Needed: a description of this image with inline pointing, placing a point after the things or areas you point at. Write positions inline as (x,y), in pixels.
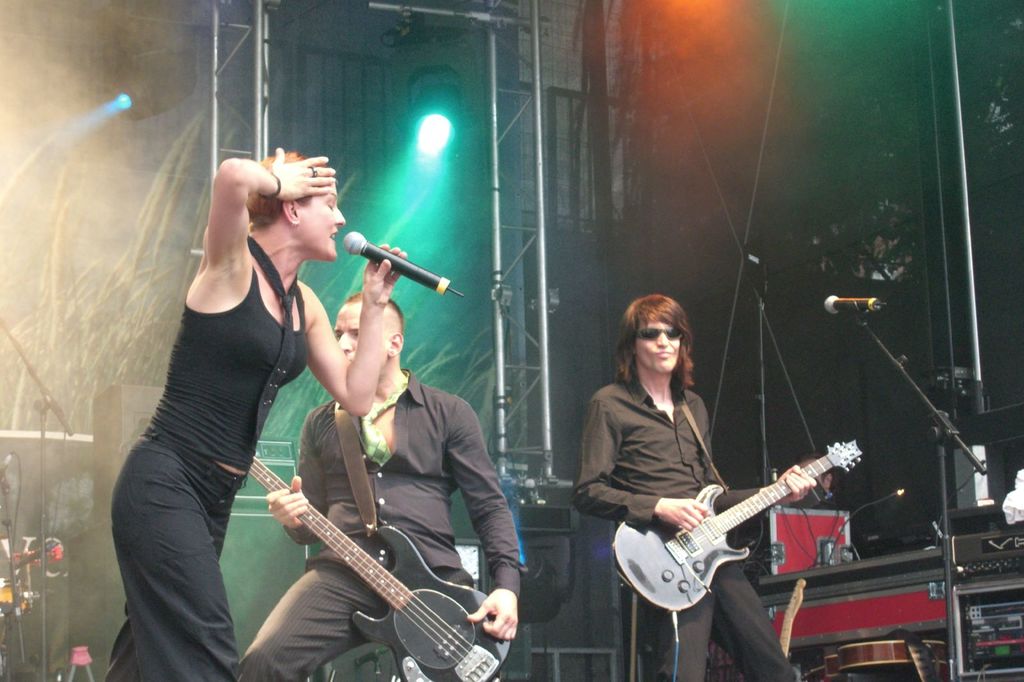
This woman (232,282) is holding a mic (355,232). This 2 mans (413,376) are holding a guitar (331,527). This is a mic (842,309) with holder (883,348). This is a focusing light (434,119).
